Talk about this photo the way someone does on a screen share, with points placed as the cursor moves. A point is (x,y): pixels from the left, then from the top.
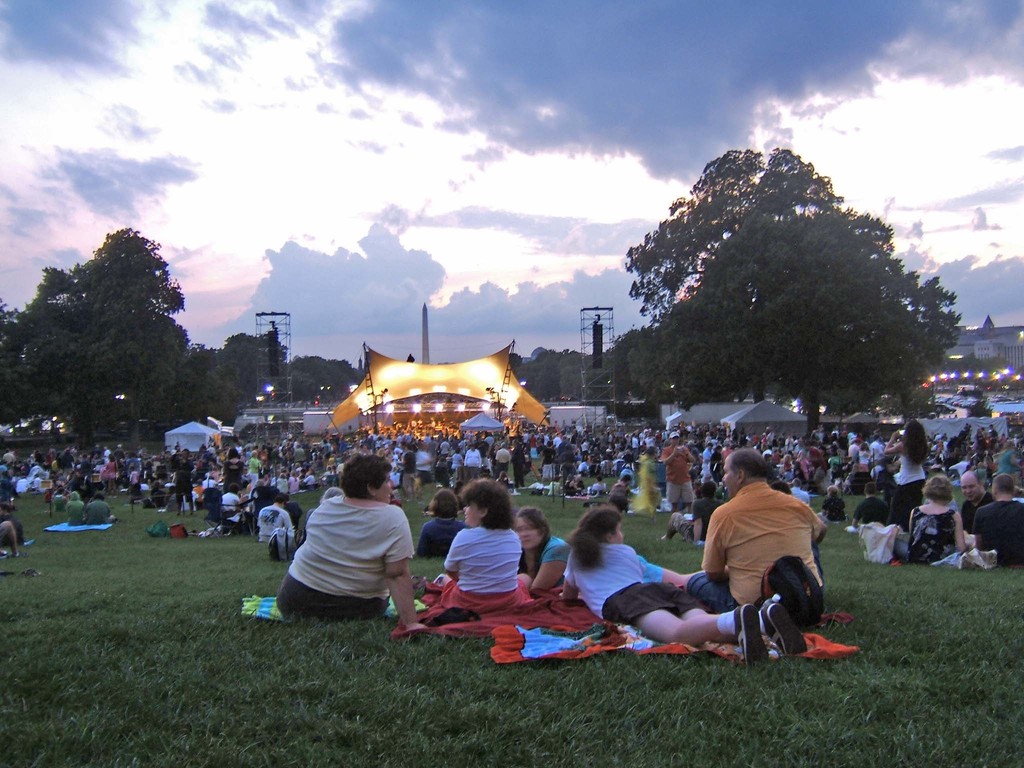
In this image I can see an open grass ground (994,727) and on it I can see number of people (471,511). In the background (45,312) I can see number of trees (41,328), a yellow colour thing (420,364), number of lights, clouds (520,227) and the sky (476,114).
